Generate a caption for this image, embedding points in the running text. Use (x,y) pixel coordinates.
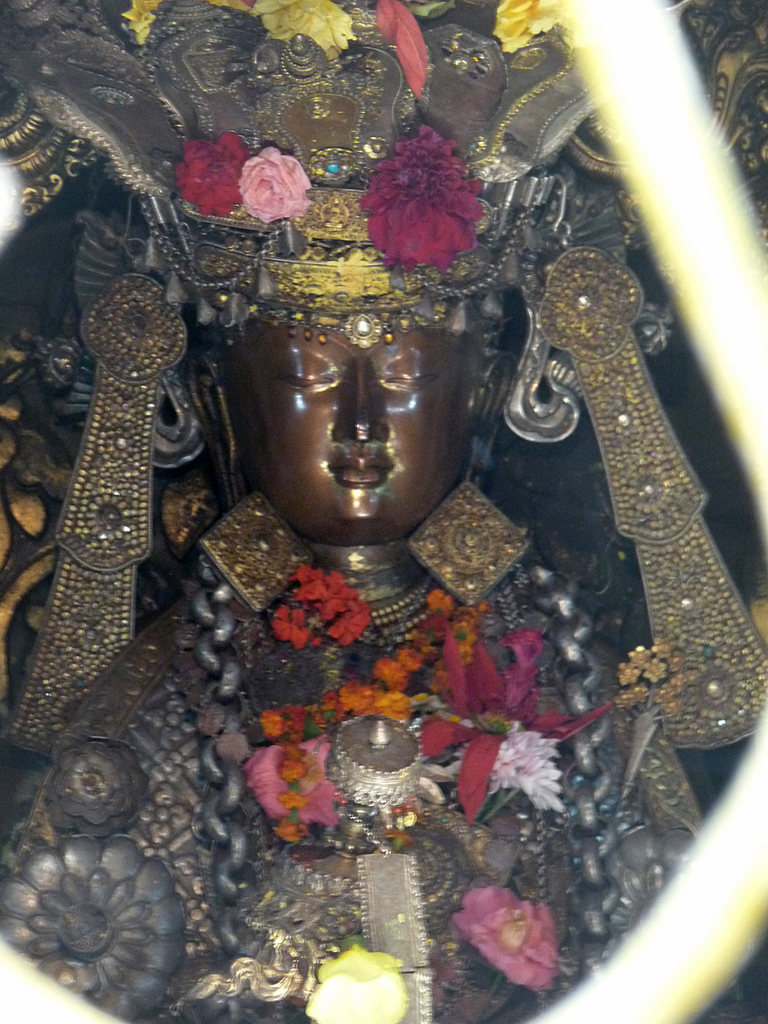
In this image I can see a sculpture (263,604) and on it I can see number of flowers (315,806). I can see colour of these flowers (510,14) are pink, white, red and yellow.
